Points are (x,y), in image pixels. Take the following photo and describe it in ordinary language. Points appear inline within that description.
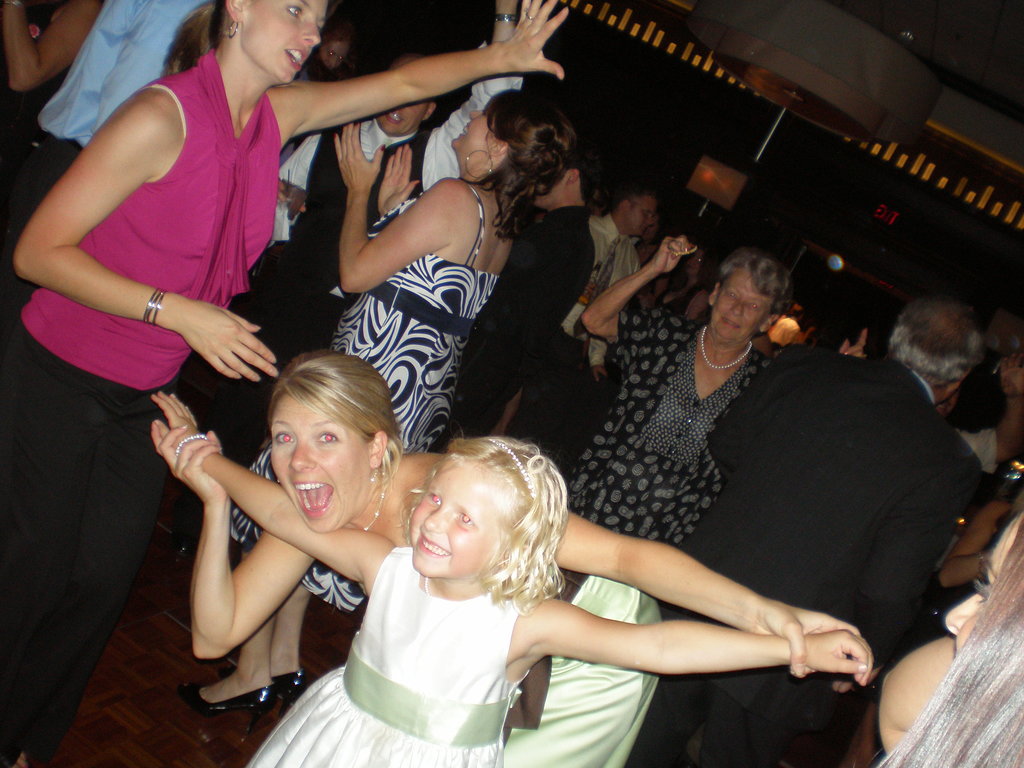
In the middle of the image (426,510) there is a girl (446,520) with white frock (372,744) is standing and she is smiling. Behind her there is a lady (310,442). And behind them there are many people (573,370) dancing. And there is a black background (793,115) with few lights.
